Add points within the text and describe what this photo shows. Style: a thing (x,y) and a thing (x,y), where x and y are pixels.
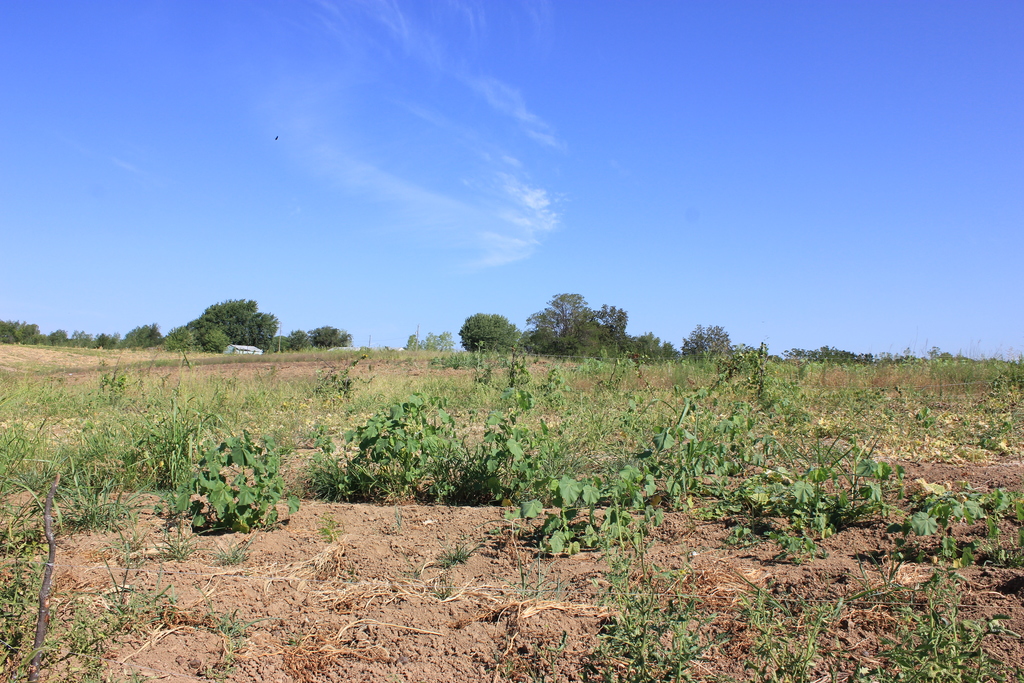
In the picture we can see a land surface (454,573) with grass (94,401) and plants (235,526) and far from it, we can see trees (195,320) and sky (489,190) with some clouds (549,228).
